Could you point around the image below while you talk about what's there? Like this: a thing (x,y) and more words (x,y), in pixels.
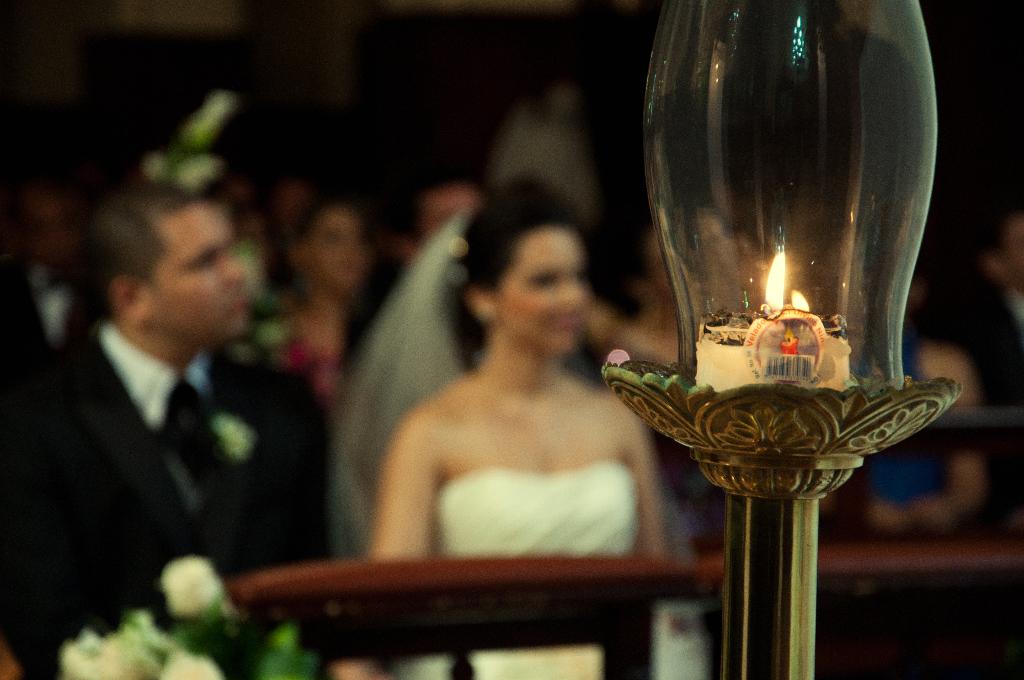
In this image we can see the candle (820,332) with the flame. The background (208,505) is blurred with a man (160,412) wearing the suit (277,407) and a woman (437,363) wearing the frock (511,515) and we can also see few other people (277,188). On the left (196,582) we can see some white color roses (119,642).
